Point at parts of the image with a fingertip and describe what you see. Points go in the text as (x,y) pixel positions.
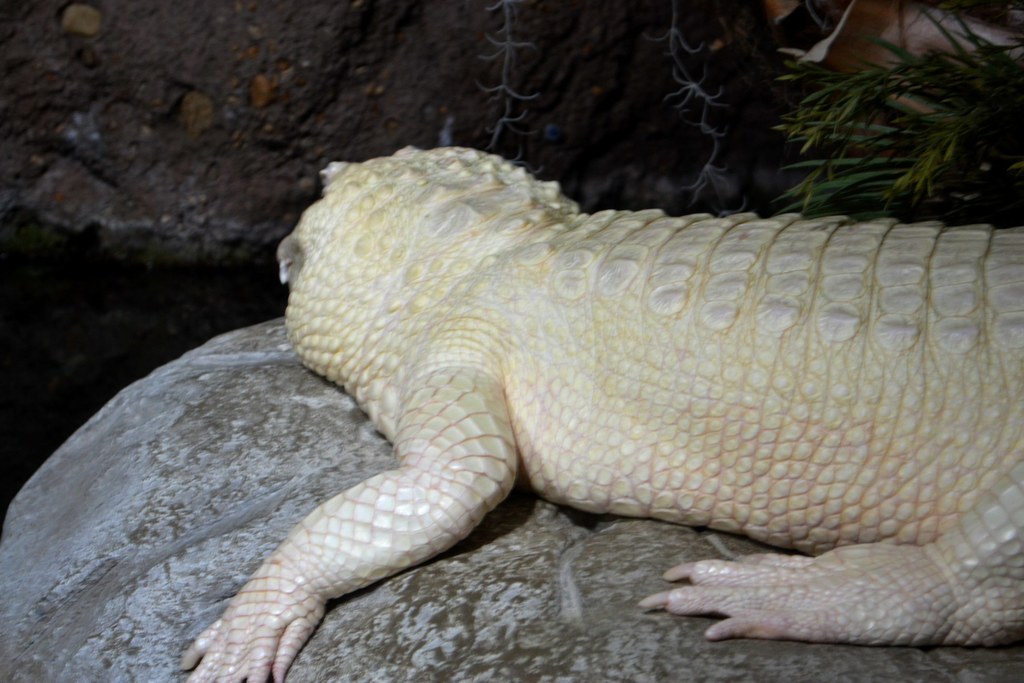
In this image we can see a animal (371,394) on the rock (185,370). In the background of the image (927,101) there is a tree (895,88).
